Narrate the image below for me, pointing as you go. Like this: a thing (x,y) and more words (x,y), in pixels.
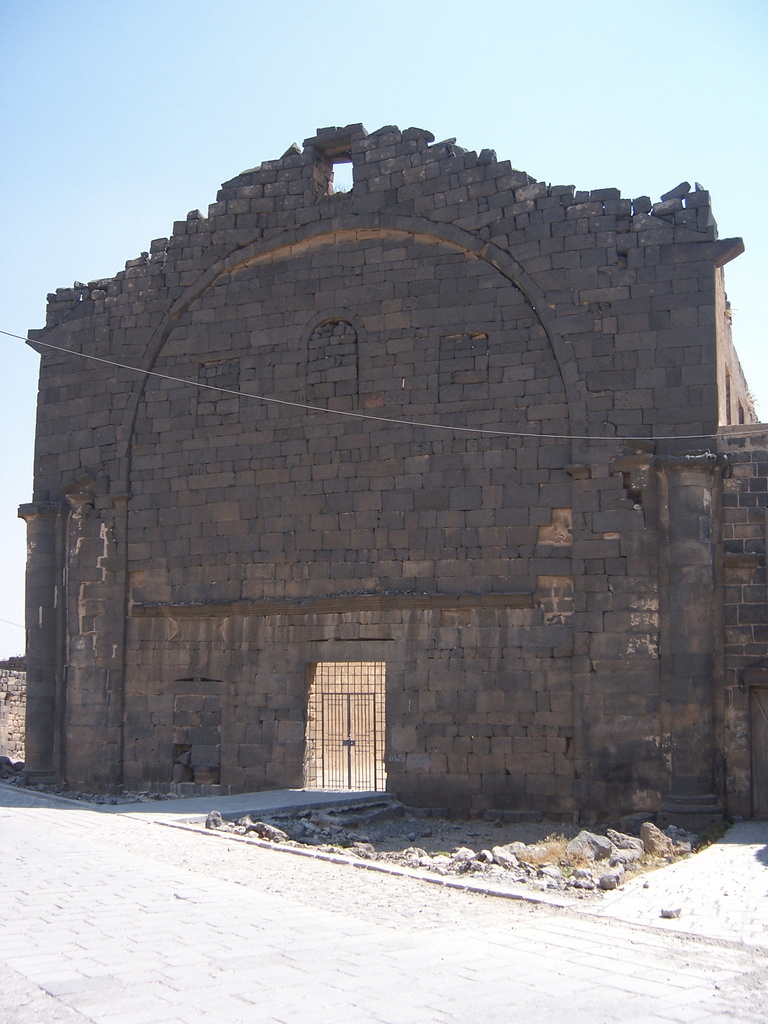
In this picture I can see a building (248,374), and in the background (724,219) there is the sky (369,125).
